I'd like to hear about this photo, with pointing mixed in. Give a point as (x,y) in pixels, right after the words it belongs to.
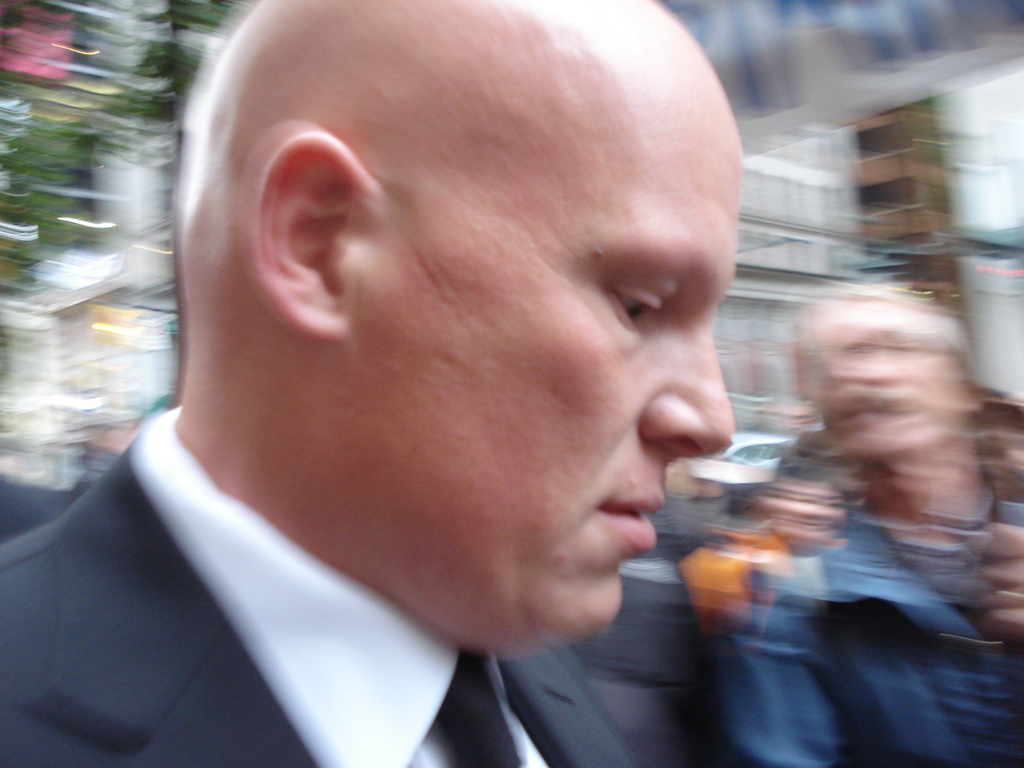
In the image I can see groups of people (695,453). The background of the image (34,27) is blurred.
